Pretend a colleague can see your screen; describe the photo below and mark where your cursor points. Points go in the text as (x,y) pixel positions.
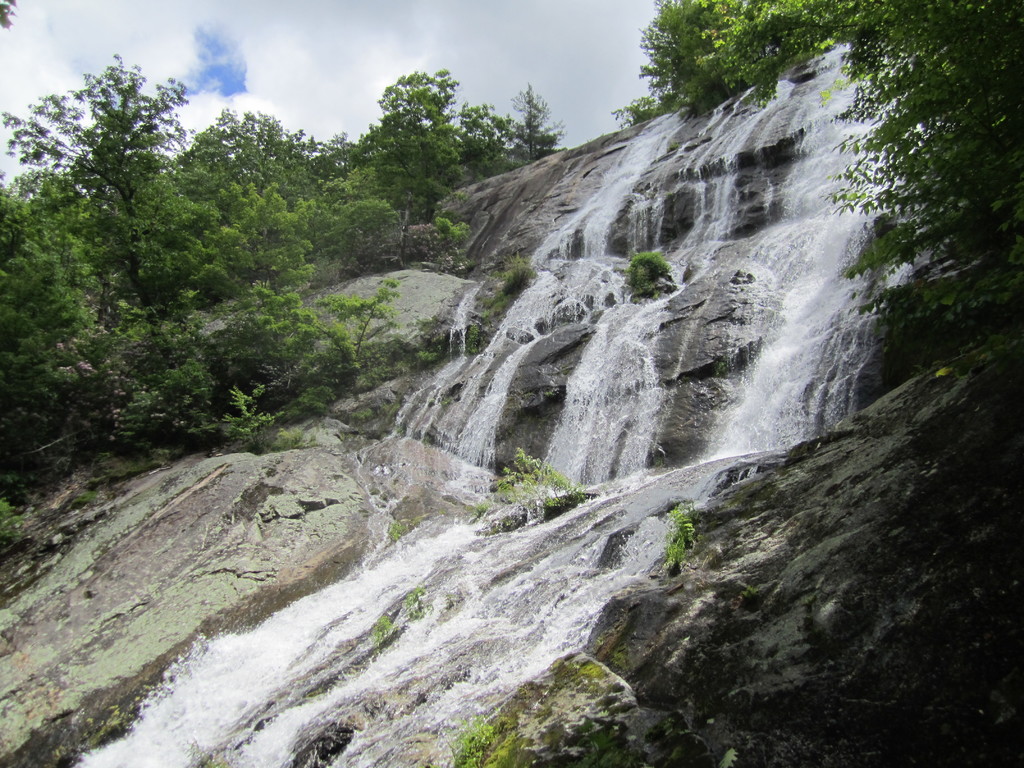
In this image I can see waterfall (608,394), number of trees (465,160), clouds (486,37) and the sky (211,112).
